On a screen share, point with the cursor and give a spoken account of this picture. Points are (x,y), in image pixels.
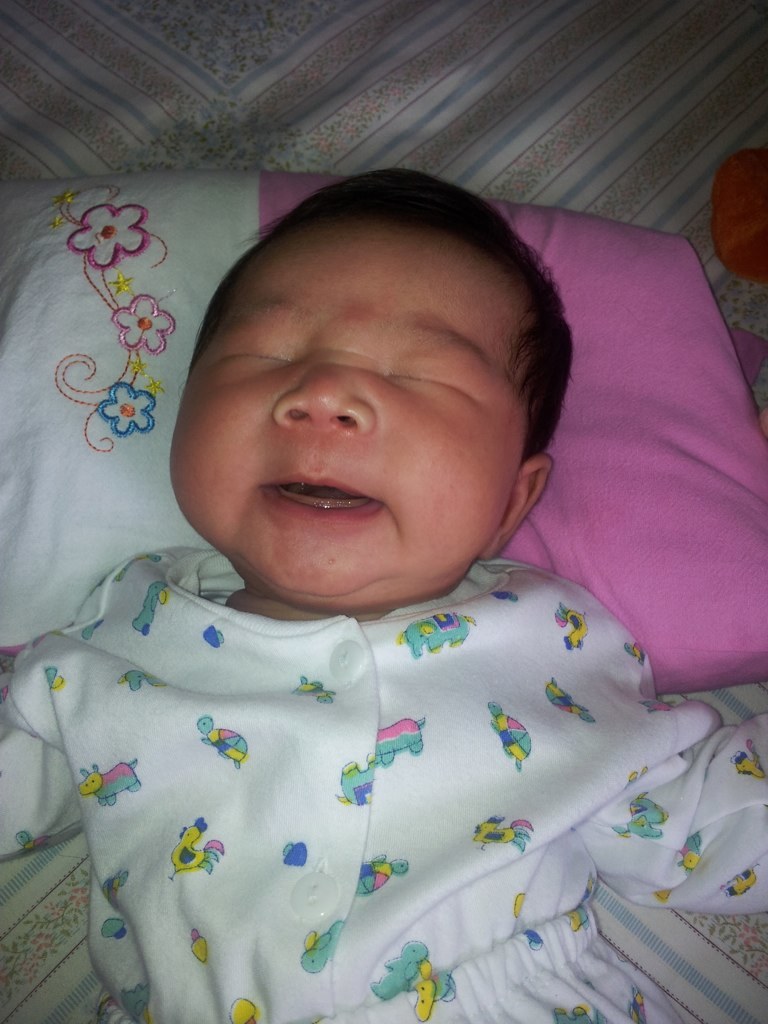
In this image, I can see a small baby (501,926) lying on the bed (326,119). This looks like a pillow (599,400). I think this is a bed sheet (335,84).
